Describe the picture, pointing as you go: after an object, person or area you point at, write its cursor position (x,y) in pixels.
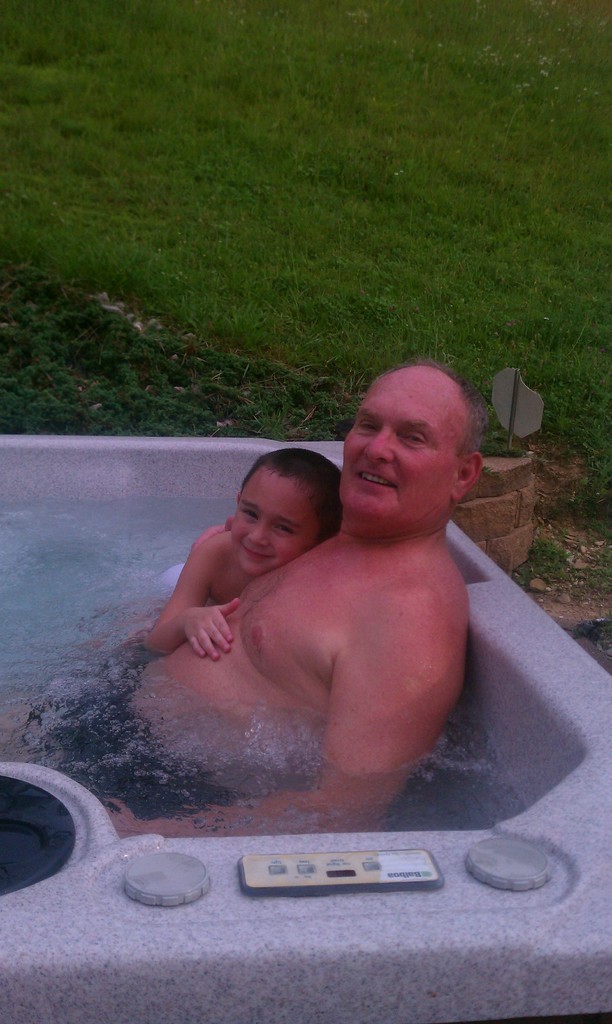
In this image we can see two persons (313,503) sitting in a water tub (11,675) and we can also see the grass (231,229).
